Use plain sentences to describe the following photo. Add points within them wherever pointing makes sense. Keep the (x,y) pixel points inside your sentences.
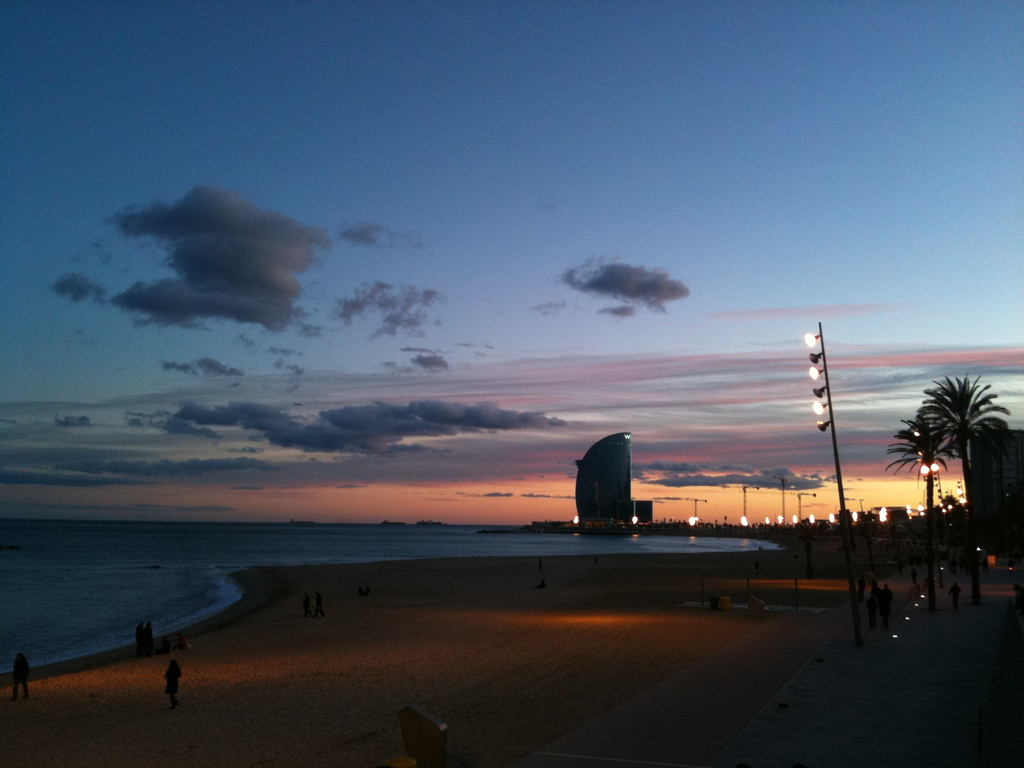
In the picture I can see pole lights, trees (977,577), buildings (984,511), people (148,648) standing on the ground (307,677), the water (173,584) and some other objects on the ground (844,626). In the background (482,322) I can see the sky (243,239).
